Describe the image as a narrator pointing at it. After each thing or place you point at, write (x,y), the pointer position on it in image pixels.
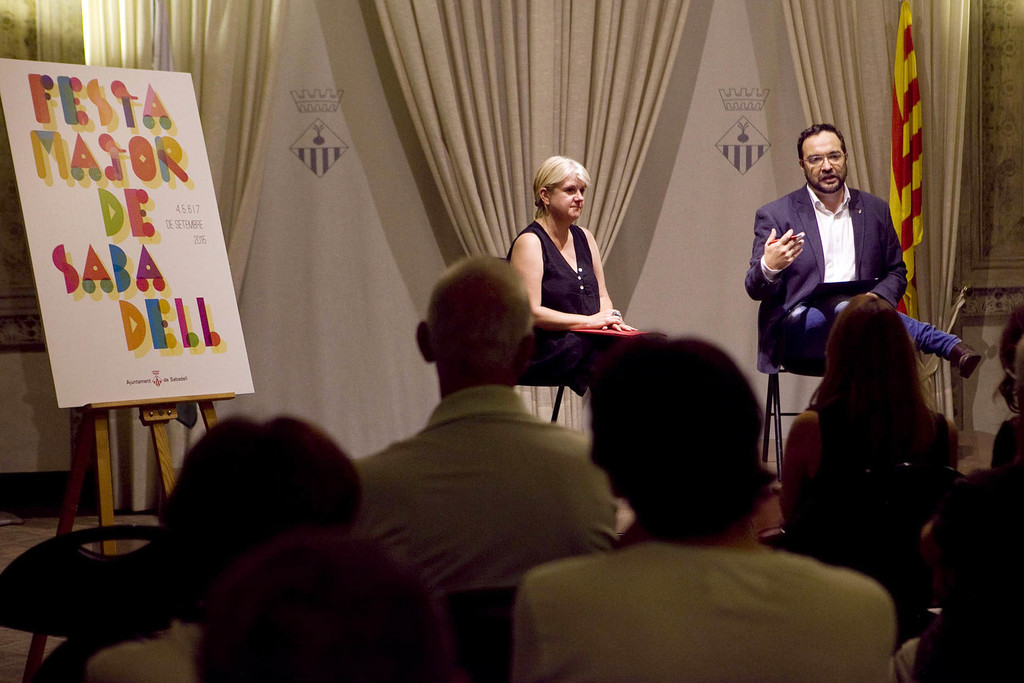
In this image, we can see persons (763,274) wearing clothes (570,588) and sitting on chairs (772,412). There are curtains (464,166) in the middle of the image (466,233). There is a board (144,222) on the left side of the image (131,338). There is a flag (906,249) on the right side of the image (911,257).
